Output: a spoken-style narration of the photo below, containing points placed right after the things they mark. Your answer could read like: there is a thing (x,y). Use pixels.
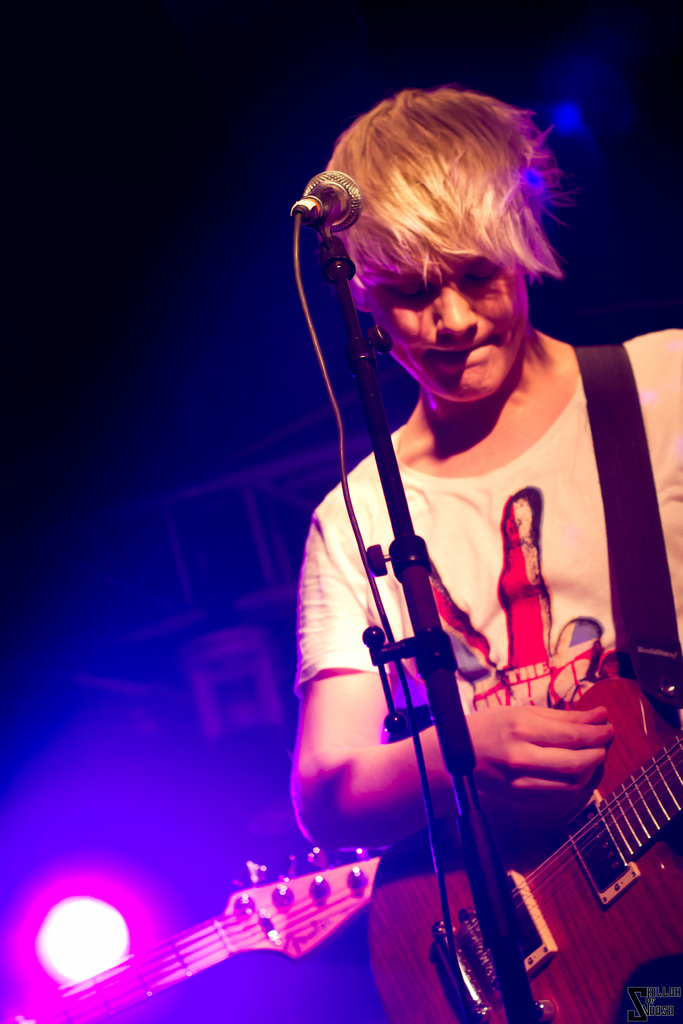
In this image I can see a man (597,652) holding a guitar (375,946) in his hand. Here I can see a mic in front of him.
